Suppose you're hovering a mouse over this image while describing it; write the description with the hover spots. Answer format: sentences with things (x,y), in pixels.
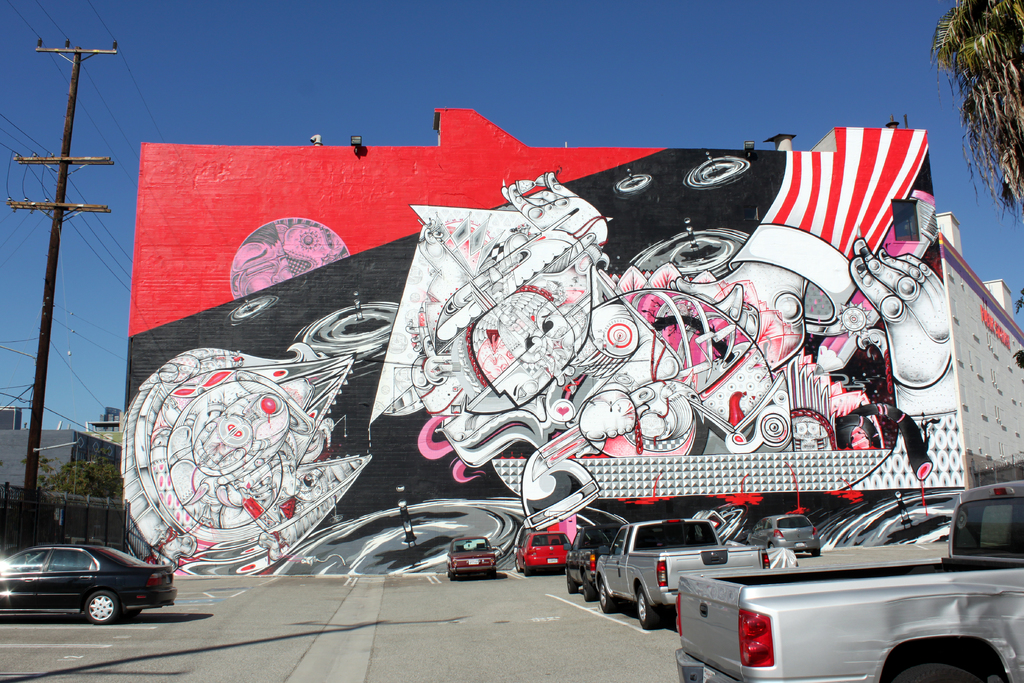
In this image there is some graffiti (615,338) and lights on the wall (578,320), there are few buildings (550,427), few vehicles (16,610) on the road (406,600), few trees (73,479), a fence (68,512) and the sky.
